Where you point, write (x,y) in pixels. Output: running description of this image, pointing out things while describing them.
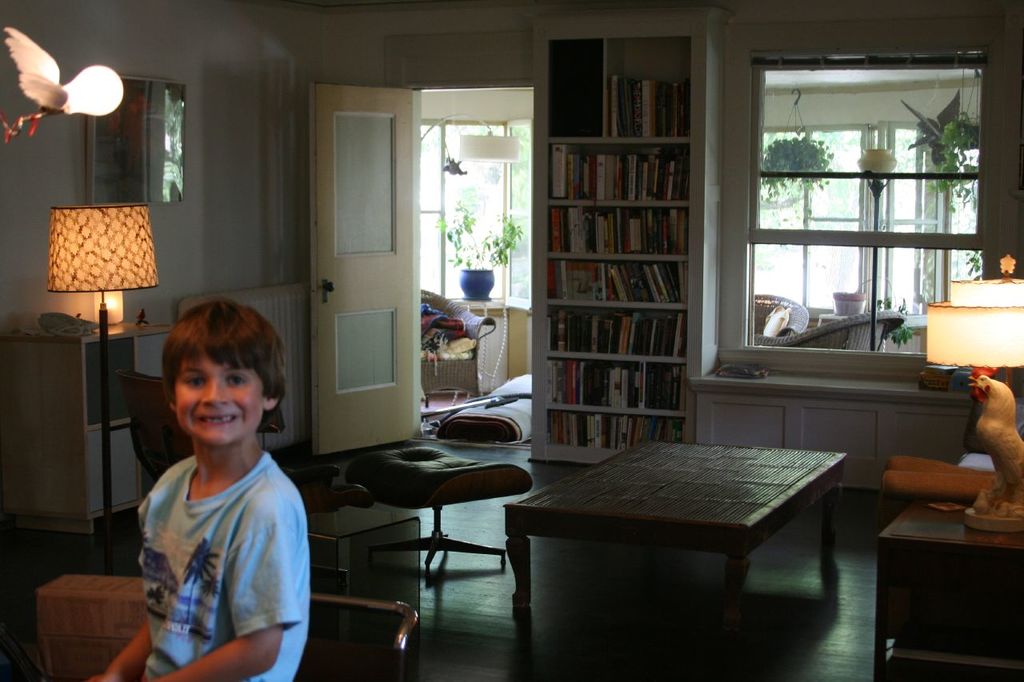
This is a room (497,263) at the left side of the image (273,383) there is a kid (272,550) wearing blue color T-shirt (263,539) standing and at the middle of the image (383,236) there is a door (377,146) and books shelf (648,334) and at the right side of the image (935,323) there is a lamp (969,319).
